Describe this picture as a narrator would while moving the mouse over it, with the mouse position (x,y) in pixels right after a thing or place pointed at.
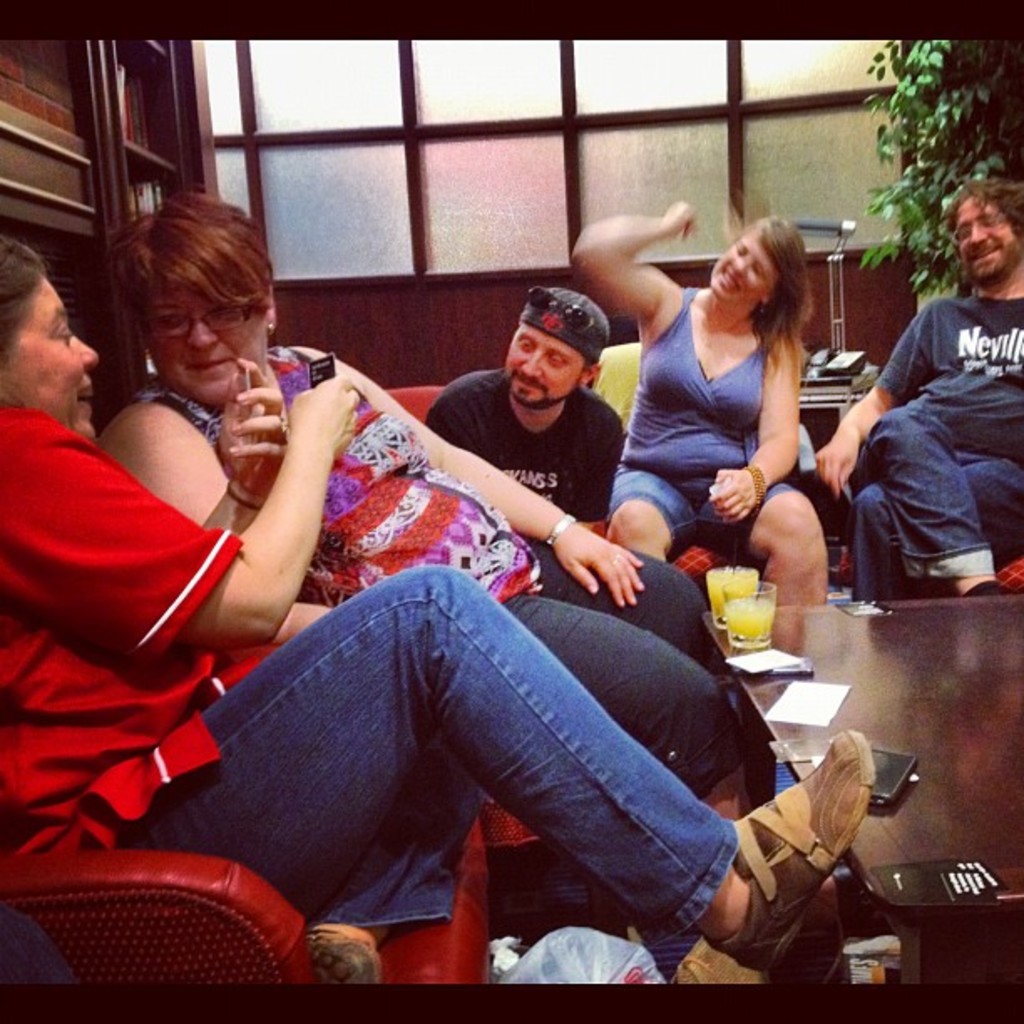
We can see few persons (348,753) are sitting on the chairs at the table (973,646) and on the table (770,725) there are glasses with liquid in it, papers (793,708) and mobiles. In the background (577,105) there are books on the racks (95,114), glass door (377,159), plant (978,95) and objects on a platform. At the bottom (636,961) there is a bag (640,979) on the floor (561,857).
